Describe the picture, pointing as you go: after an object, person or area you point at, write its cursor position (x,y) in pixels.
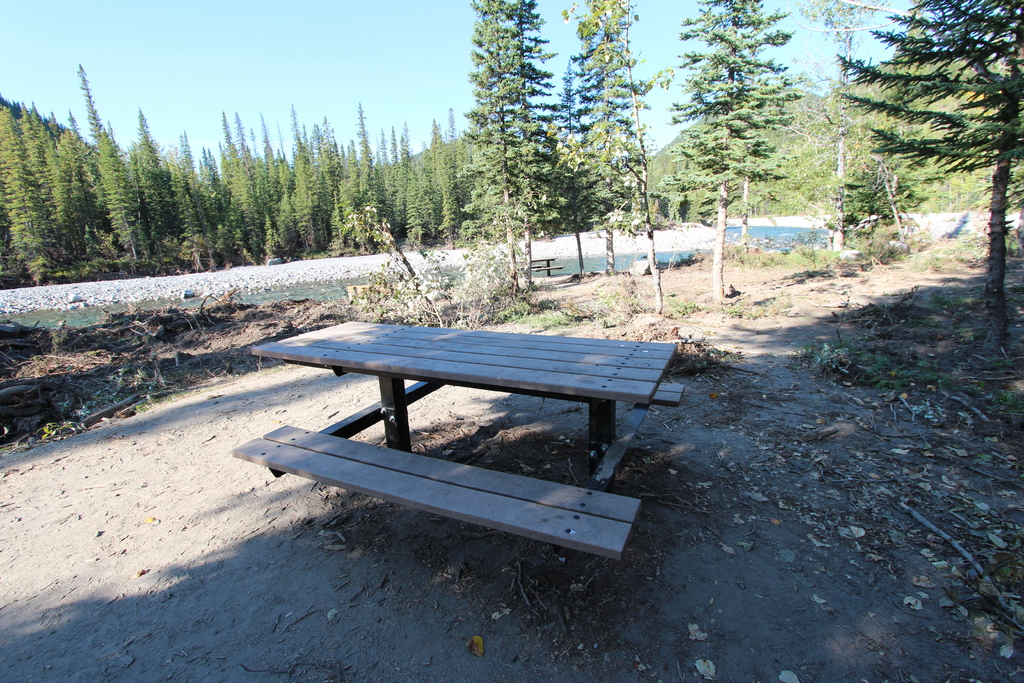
This is an outside view. Here I can see a table (438,376) on the ground (815,607). There are many dry leaves (824,523) and sticks (703,373) on the ground (867,398). In the background (754,198) there are many trees (66,234) and also I can see a lake (269,294). At the top of the image (341,60) I can see the sky (344,82).
